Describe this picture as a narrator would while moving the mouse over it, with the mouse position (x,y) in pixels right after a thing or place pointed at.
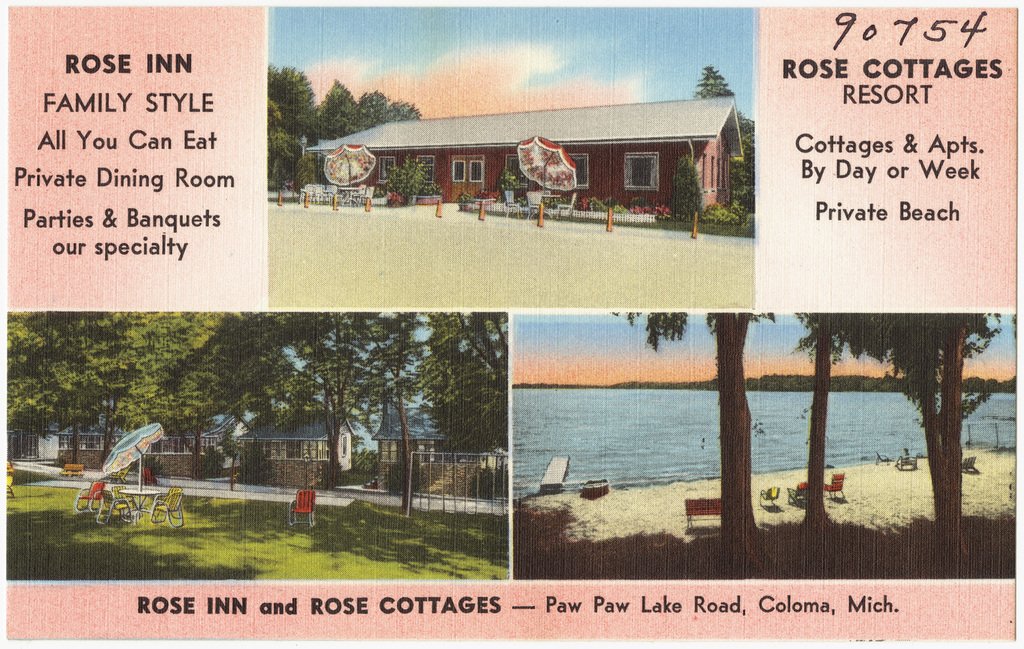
In this image there is a poster (446,384) of a cottage resort (489,400) with images (399,332) of the resort (648,269) and some text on it.
